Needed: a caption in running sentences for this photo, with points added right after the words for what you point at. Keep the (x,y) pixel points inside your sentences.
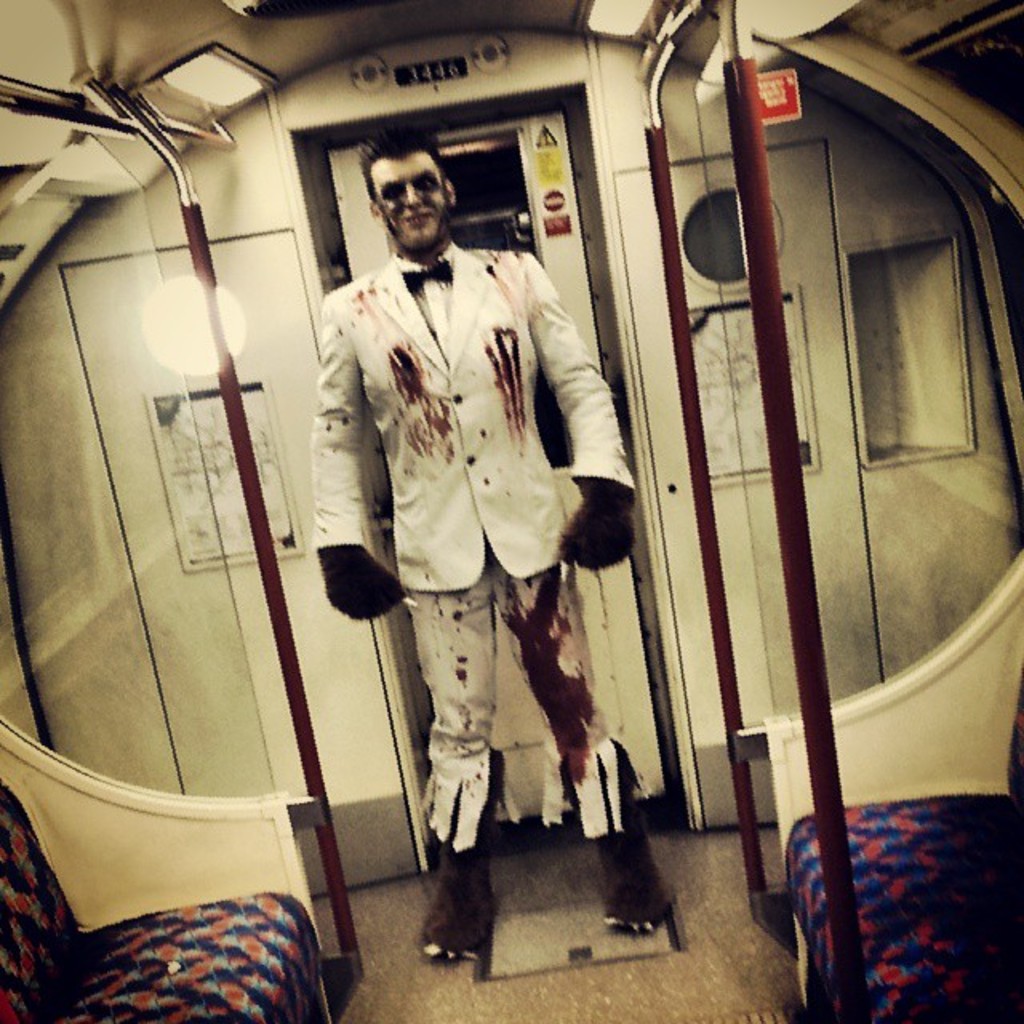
In this picture I can see there is a man (543,682) standing and he is wearing a white coat (470,501) and a pant (440,697) and there is some blood (406,401) on pant (494,576) and coat (412,442) and there are doors (511,223) and lights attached to the ceiling (435,22). There are poles (751,842) and seats (214,949) into right and left.
